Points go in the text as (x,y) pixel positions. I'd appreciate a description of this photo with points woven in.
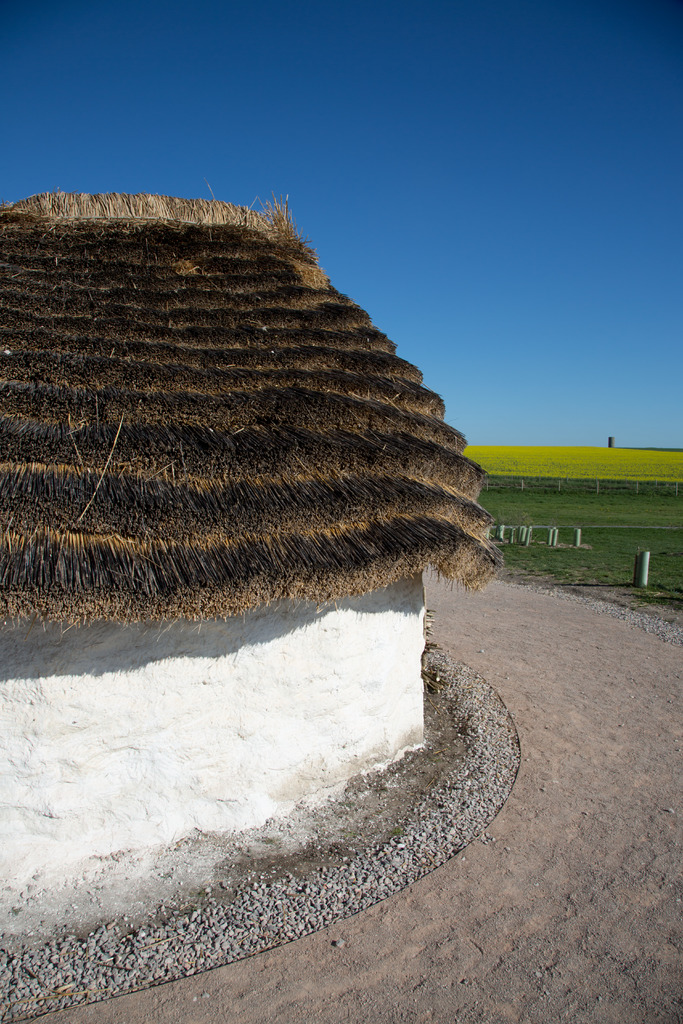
In this image we can see there is the wall (103,747) with grass (235,417). And at the side, we can see the ground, rods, grass (613,501) and the sky (568,280).
